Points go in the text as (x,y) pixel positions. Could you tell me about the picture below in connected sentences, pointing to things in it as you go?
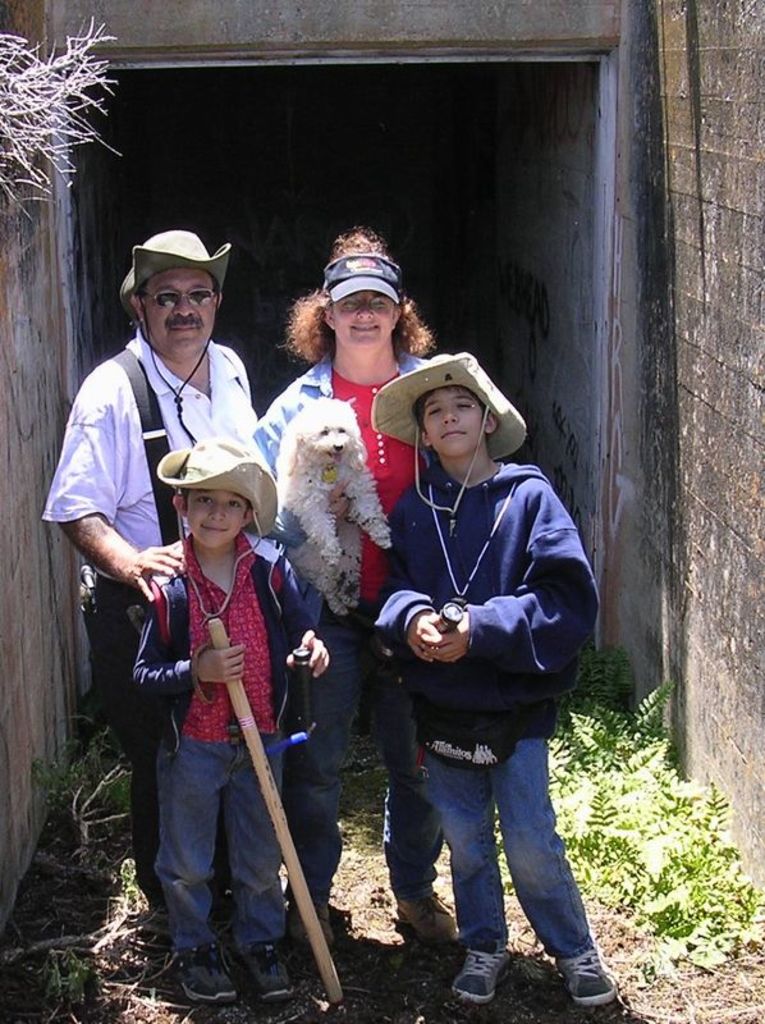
In this image there are four people (392,632) who are standing in the middle (402,654). Behind them there is a tunnel (331,115). Beside them there are walls (32,242) on either side of them. In the middle (287,529) there is a woman (329,386) who is standing in the middle (327,465) by holding the dog (323,459). In front of her there are two kids (414,551) who are wearing the hats (216,446). On the left side (165,384) there is a man (151,382). On the ground (598,816) there are small plants (626,836).
